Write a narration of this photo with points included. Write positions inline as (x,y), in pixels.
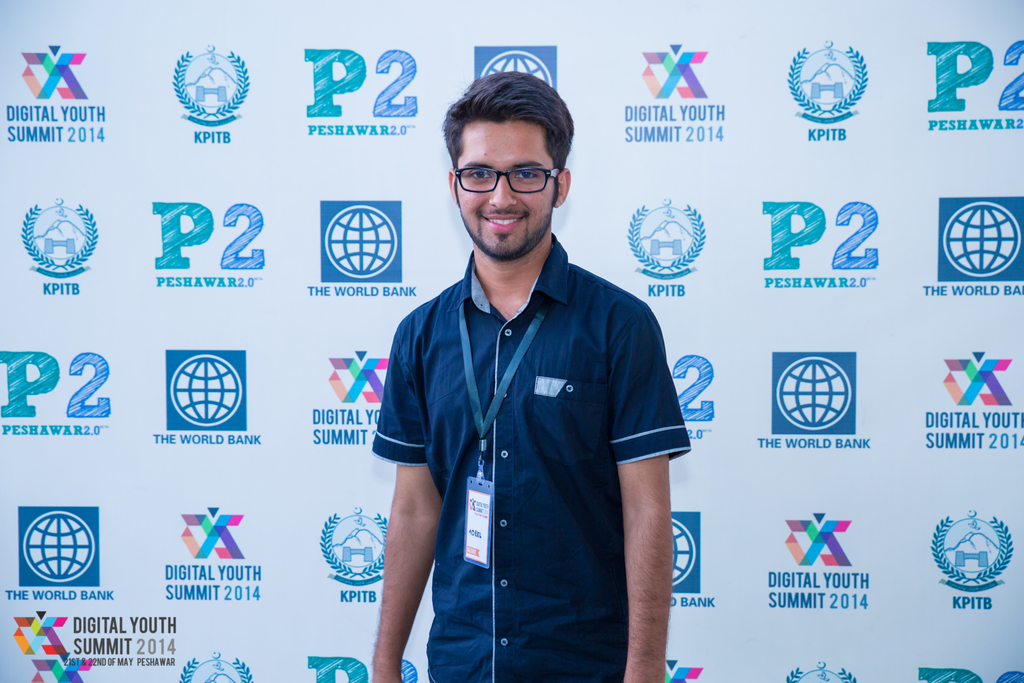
In the center of the image (537,384) we can see a man (528,331) standing and smiling. He is wearing glasses (488,188). In the background (234,222) there is a board (787,241).
